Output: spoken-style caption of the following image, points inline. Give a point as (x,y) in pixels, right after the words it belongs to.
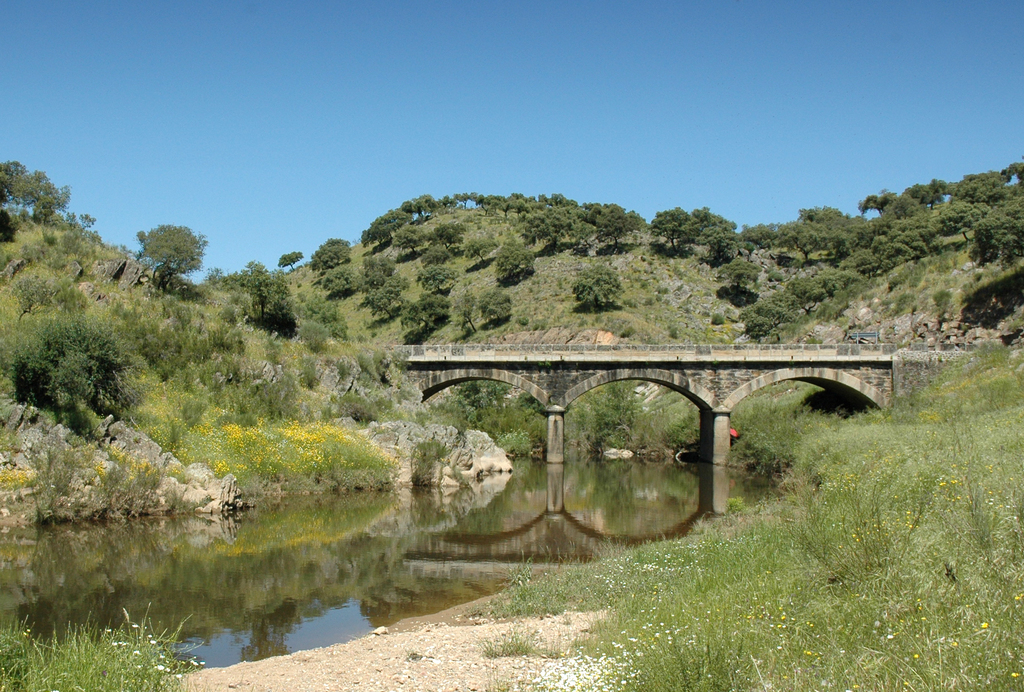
At the bottom of the picture (763,634), we see the grass (539,602), stones (447,675) and the sand (534,639). We see water (395,550) and this water (527,523) might be in the lake (546,510). In the middle of the picture (577,381), we see an arch bridge (504,368). There are trees (64,385), rocks (145,438) and hills (521,286) in the background (521,279). At the top (468,114), we see the sky (502,113), which is blue in color.
